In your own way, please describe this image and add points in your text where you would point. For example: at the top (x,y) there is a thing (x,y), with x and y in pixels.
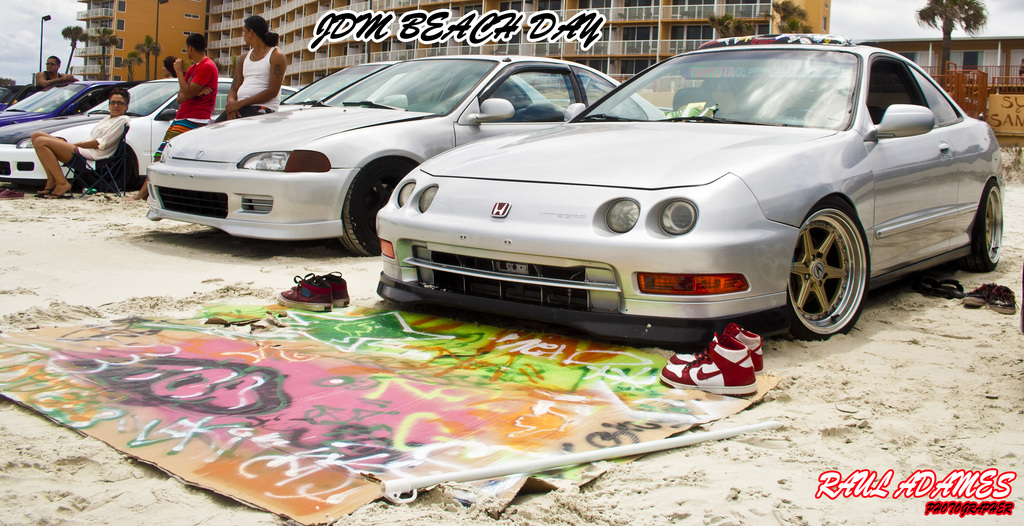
In this image there are so many cars (481,261) parked and there are a few people (128,98) standing and sitting on the chair (115,181), there are a few pairs of shoes (314,301) and a banner (629,403) on the surface (664,472). In the background (596,54) there are buildings (167,35), trees (99,44) and the sky (19,16). In the foreground of the image (979,477) there is some text (965,476).
